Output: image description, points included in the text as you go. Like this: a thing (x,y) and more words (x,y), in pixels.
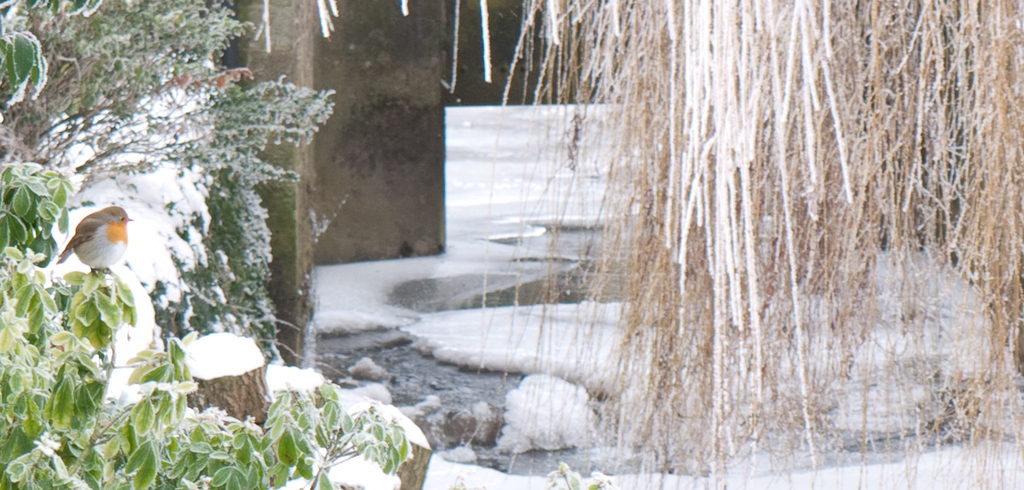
In this picture we can see a beautiful view of the small bird (113,213) sitting on the plants (101,384). Behind there is a snow (609,323) and dry Vines (773,187). In the background (304,82) there is a wall (353,83).
